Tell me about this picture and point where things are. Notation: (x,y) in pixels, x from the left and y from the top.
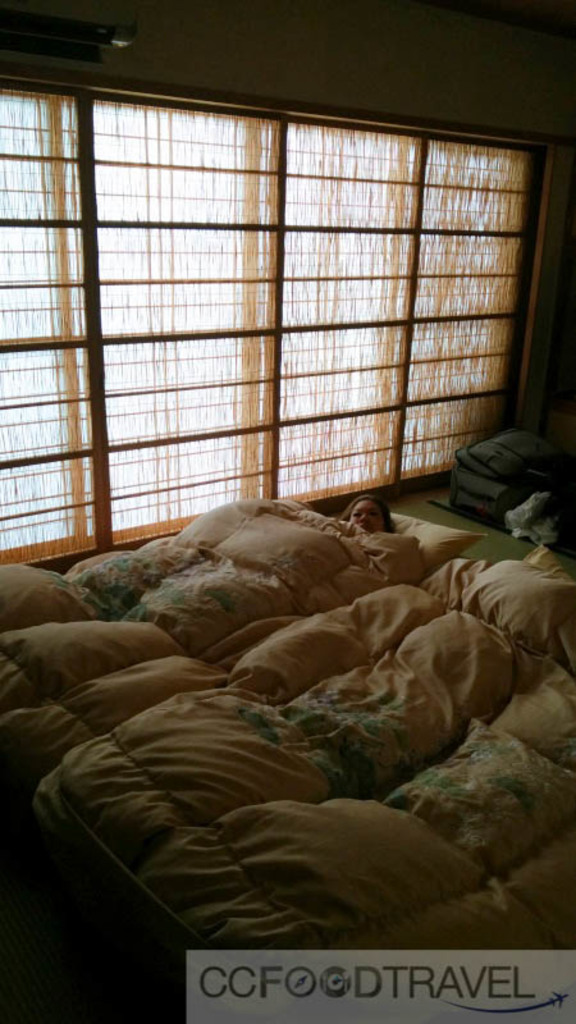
This is the picture of a room (239,582). In this image there is a woman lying on the bed (253,606) and there are beds (189,601). At the back (241,289) there are windows (239,299). At the top (54,23) there is an object (95,29) on the wall (163,38). At the bottom (204,1002) there is text (467,953).
